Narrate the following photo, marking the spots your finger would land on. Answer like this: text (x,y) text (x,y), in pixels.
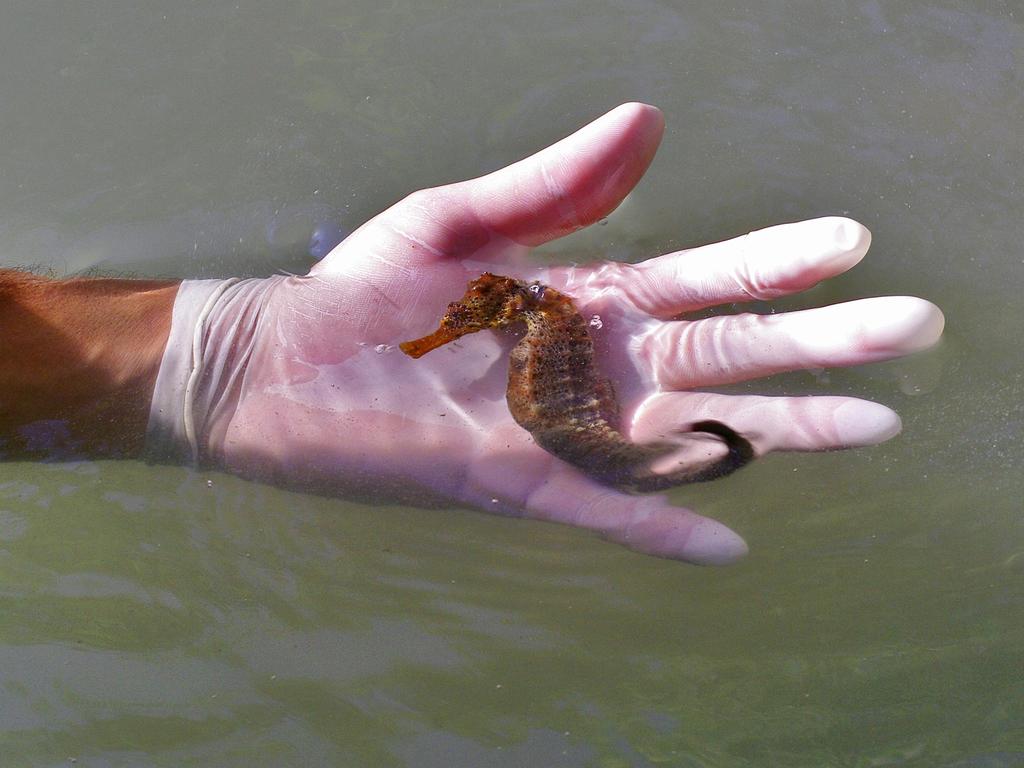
In the center of this picture (411,302) we can see the hand (411,272) of a person (373,367) wearing a glove (709,375) and holding a seahorse (579,364). In the background (436,106) we can see a water body (462,543).
